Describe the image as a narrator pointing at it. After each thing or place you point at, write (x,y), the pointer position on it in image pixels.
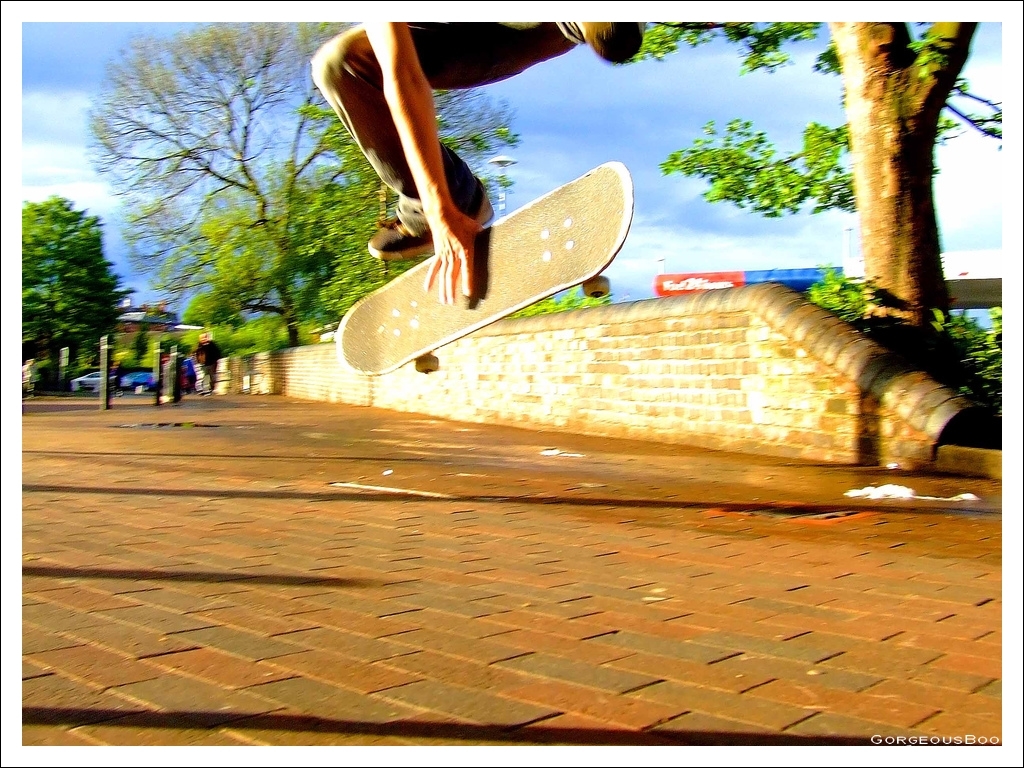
This is an edited picture. In this image there is a person (575,24) jumping and holding the skateboard (549,296). At the back (959,343) there are buildings (136,328), trees (95,329) and there is a person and there is a vehicle (139,382). At the top (66,89) there is sky (766,99) and there are clouds (654,211). At the bottom (828,588) there is a pavement (213,428).
